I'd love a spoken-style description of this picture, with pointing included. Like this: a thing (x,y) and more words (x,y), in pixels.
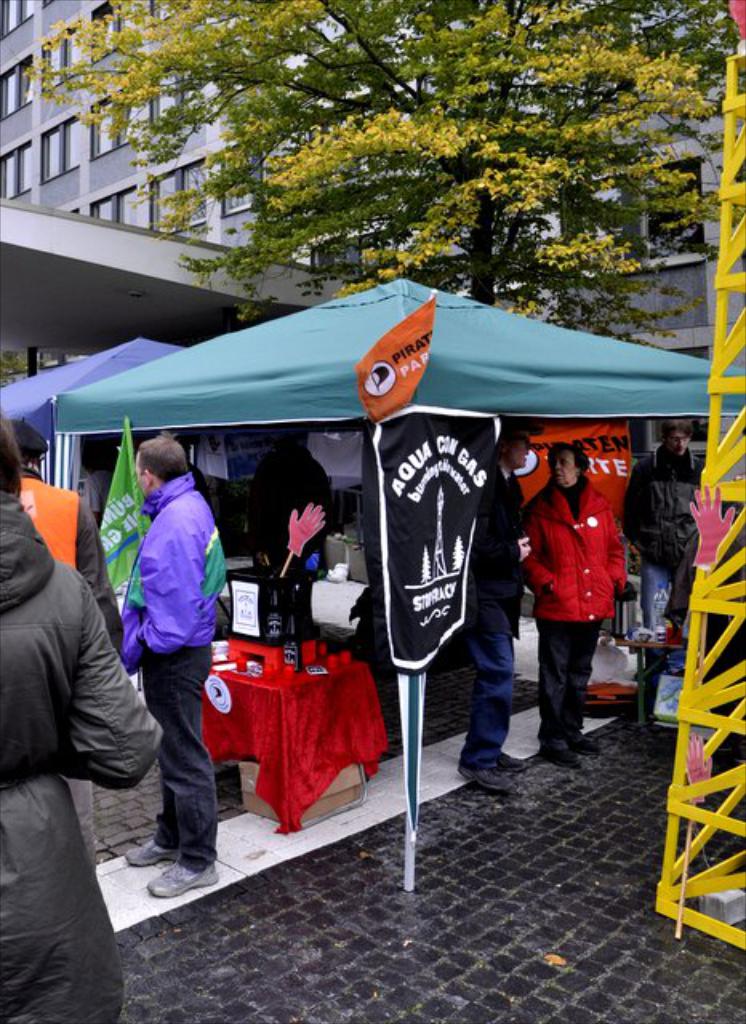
This image consists of many people (78,642) standing on the ground (294,889). In the front (137,450), there are tents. In the background (445,1), there is a building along with a tree (661,95). To the right (671,796), there is a stand (727,806).
